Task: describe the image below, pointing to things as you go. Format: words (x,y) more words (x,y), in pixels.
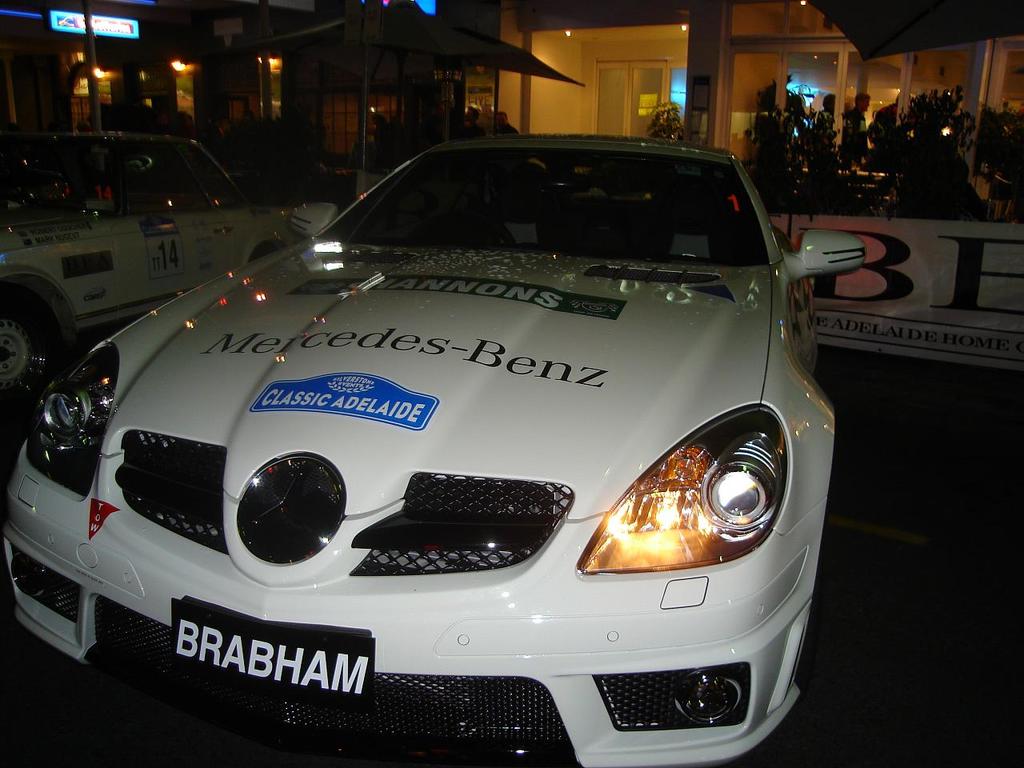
In the image in the center (490,442) we can see one white color car (785,500). In the background (914,100) we can see buildings (374,78), pillars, lights (947,128), poles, banners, plants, outdoor umbrella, vehicle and few people (878,158) were standing.
